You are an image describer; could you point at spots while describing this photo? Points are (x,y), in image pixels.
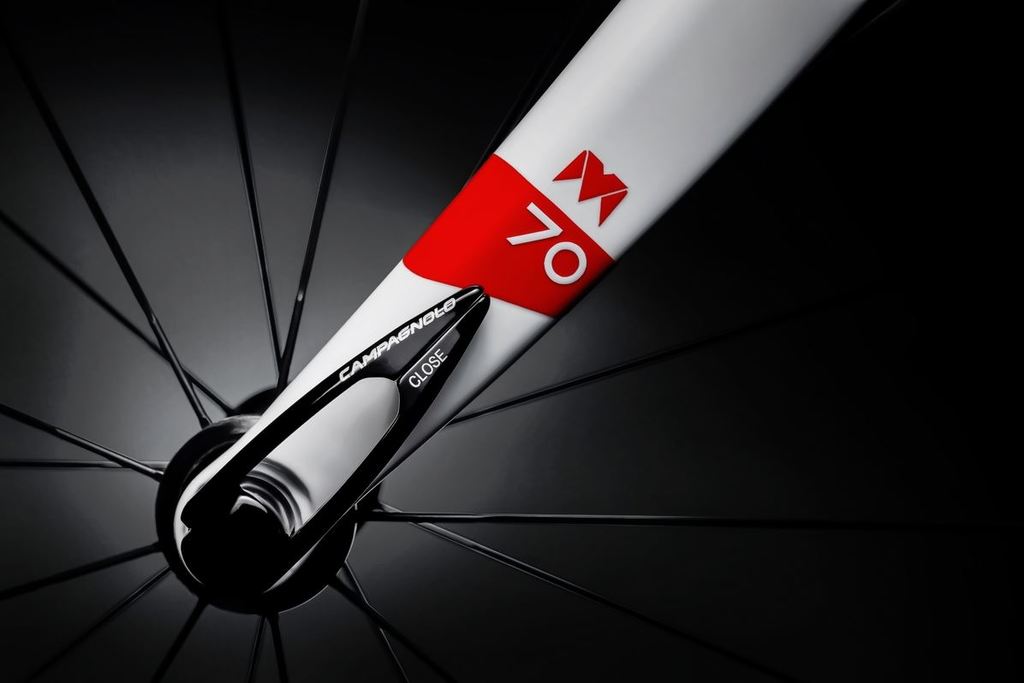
In this image we can see cycle spokes (116,249) of black color and there is red and white color rod (360,398) on which something is written.
